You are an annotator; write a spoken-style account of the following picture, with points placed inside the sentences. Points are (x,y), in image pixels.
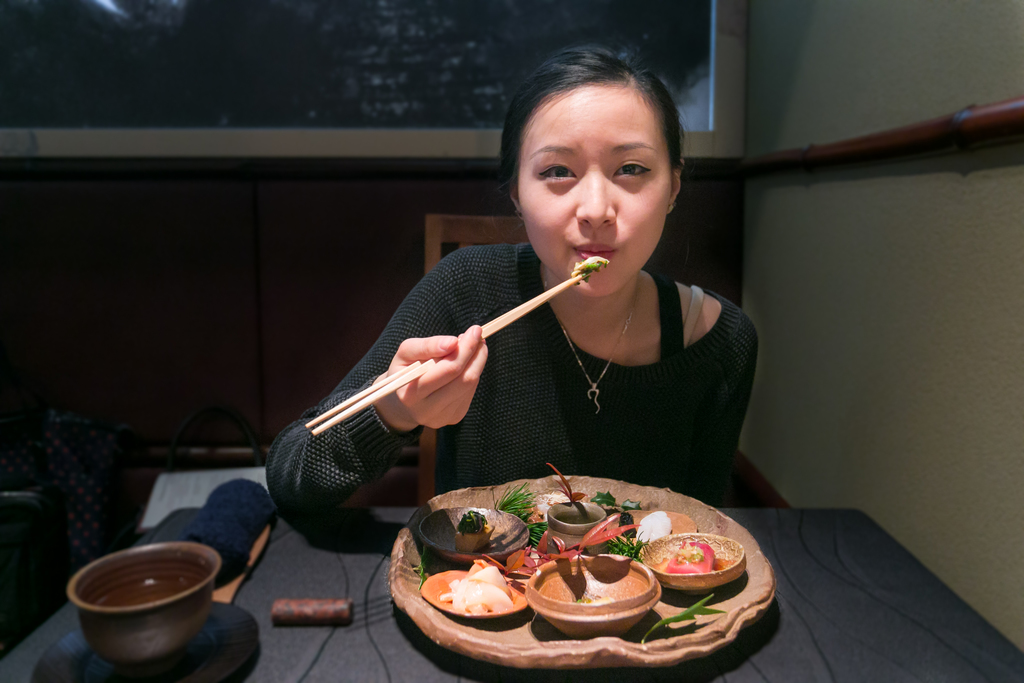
In this image, There is a table (906,649) which is covered by a black cloth (827,642) on that there is a plate (752,583) and in that there are some food items (684,547) and in the middle (601,403) there is a woman (544,398) who is holding some food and on the table (801,642) there is a cup (146,627) of water (172,593), In the background (175,295) there is a wall (261,205) of brown color, in the right side (928,309) there is a wall (881,193) of white color.
